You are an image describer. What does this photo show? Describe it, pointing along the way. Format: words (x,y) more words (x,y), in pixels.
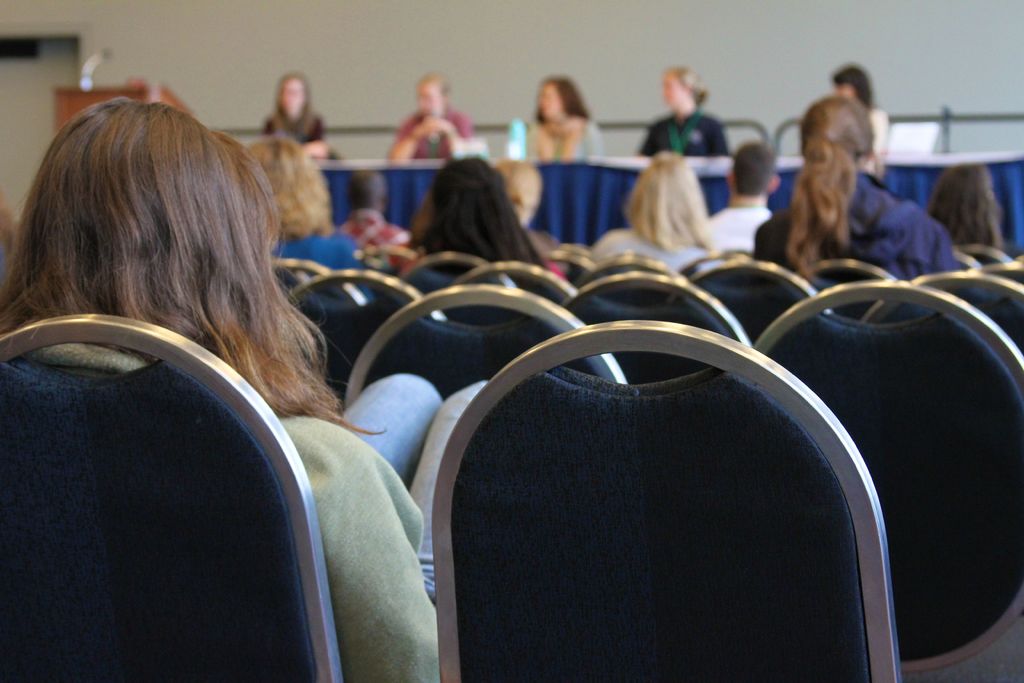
In this image I can see number of people (384,631) are sitting on chairs (443,302). I can also see few empty chairs (416,367) in the front (628,332) and on the top left side of this image (126,98) I can see a podium (73,113). I can also see this image is little bit blurry in the background (713,227).
